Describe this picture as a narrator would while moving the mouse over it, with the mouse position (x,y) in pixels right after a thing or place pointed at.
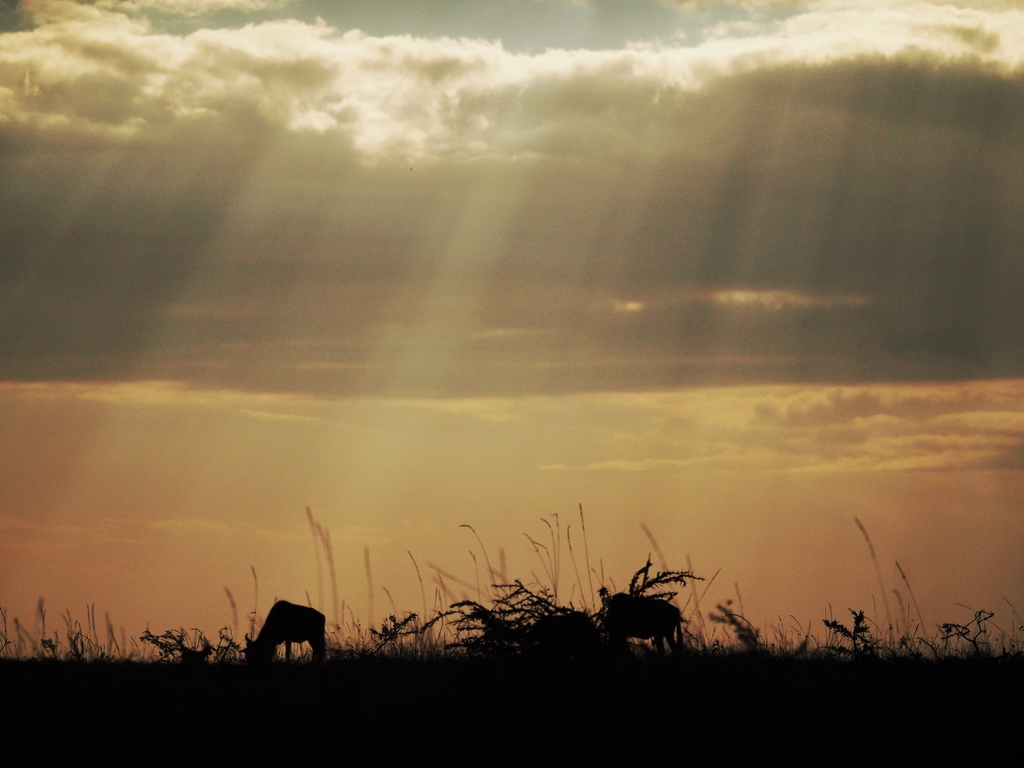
In this image there are a few animals (616,645), grass (730,610) and in the background (550,491) there is the sky (479,443).
